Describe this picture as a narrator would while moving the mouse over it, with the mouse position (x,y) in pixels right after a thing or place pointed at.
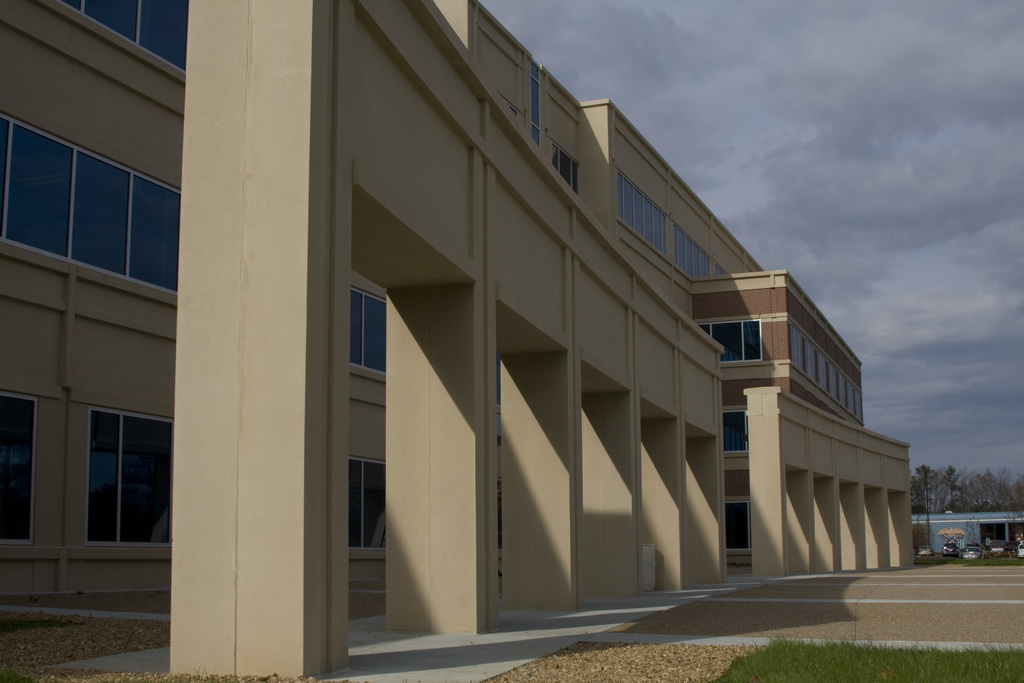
As we can see in the image there are buildings (649,426), grass (795,678), cars (951,546), trees (983,495), sky (867,331) and clouds (883,135).
